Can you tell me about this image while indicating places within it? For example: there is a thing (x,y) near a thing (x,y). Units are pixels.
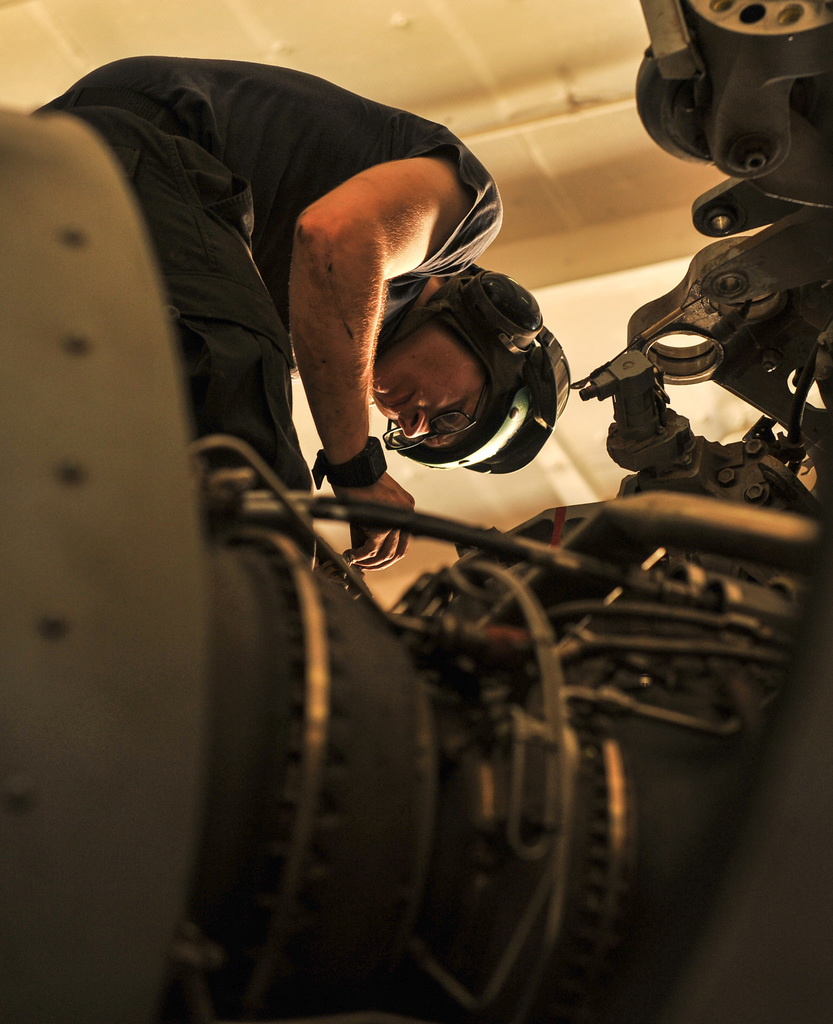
In the image i can see a person (414,295) wearing black dress (126,125), hand watch (335,479), helmet (508,401), spectacles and i also see an engine (28,575).
